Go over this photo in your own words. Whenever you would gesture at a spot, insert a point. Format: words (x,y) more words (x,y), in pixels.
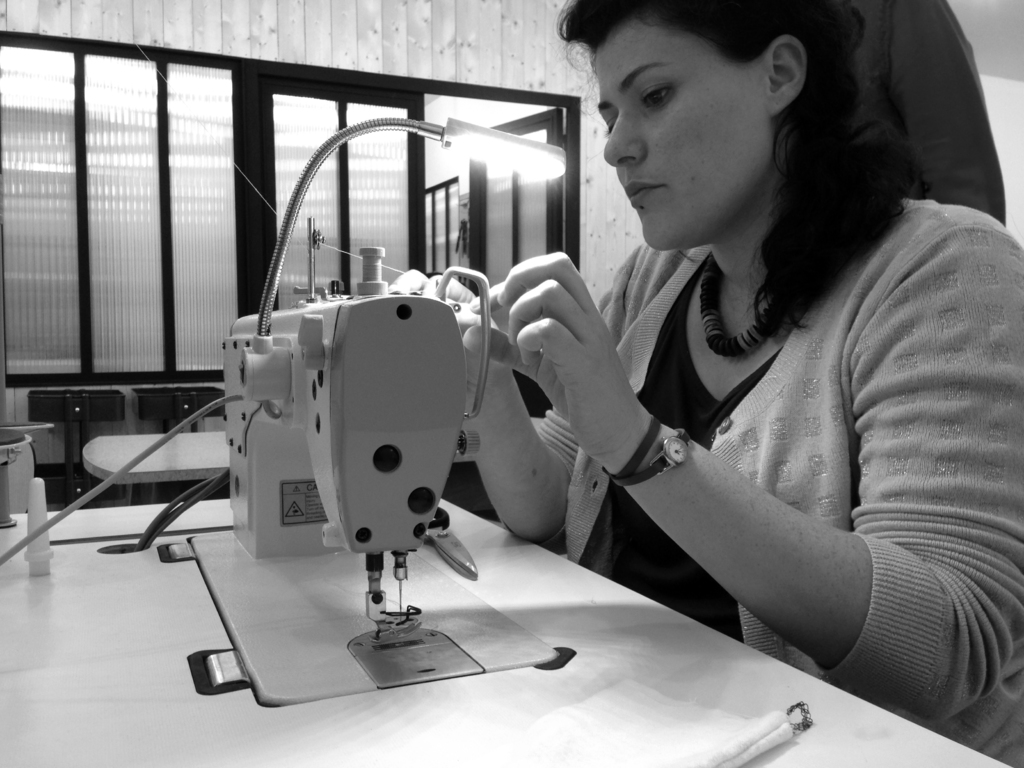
This is a black and white image where we can see a person (684,316) wearing a sweater (813,404) is sitting in front of the sewing machine (275,667) and here we can see a lamp (553,159). In the background (203,78), we can see few more objects (67,472) and glass windows (60,140).
